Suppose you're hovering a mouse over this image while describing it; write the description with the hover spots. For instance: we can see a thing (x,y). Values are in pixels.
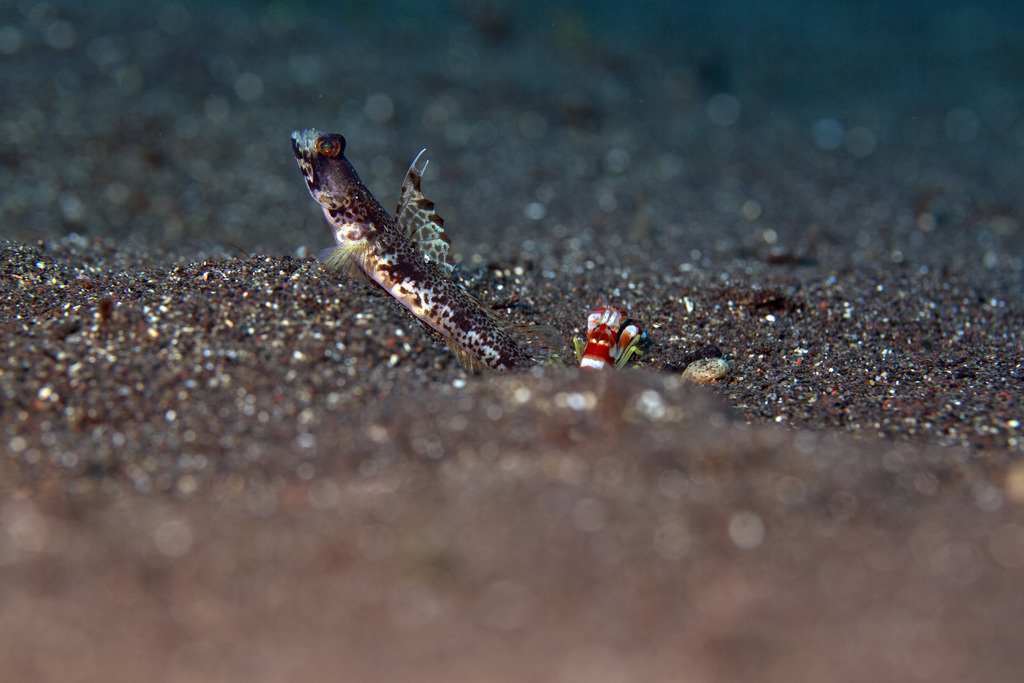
In this image I can see a fish (510,336), a shrimp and the black soil (734,350). I can also see this image is little bit blurry.
